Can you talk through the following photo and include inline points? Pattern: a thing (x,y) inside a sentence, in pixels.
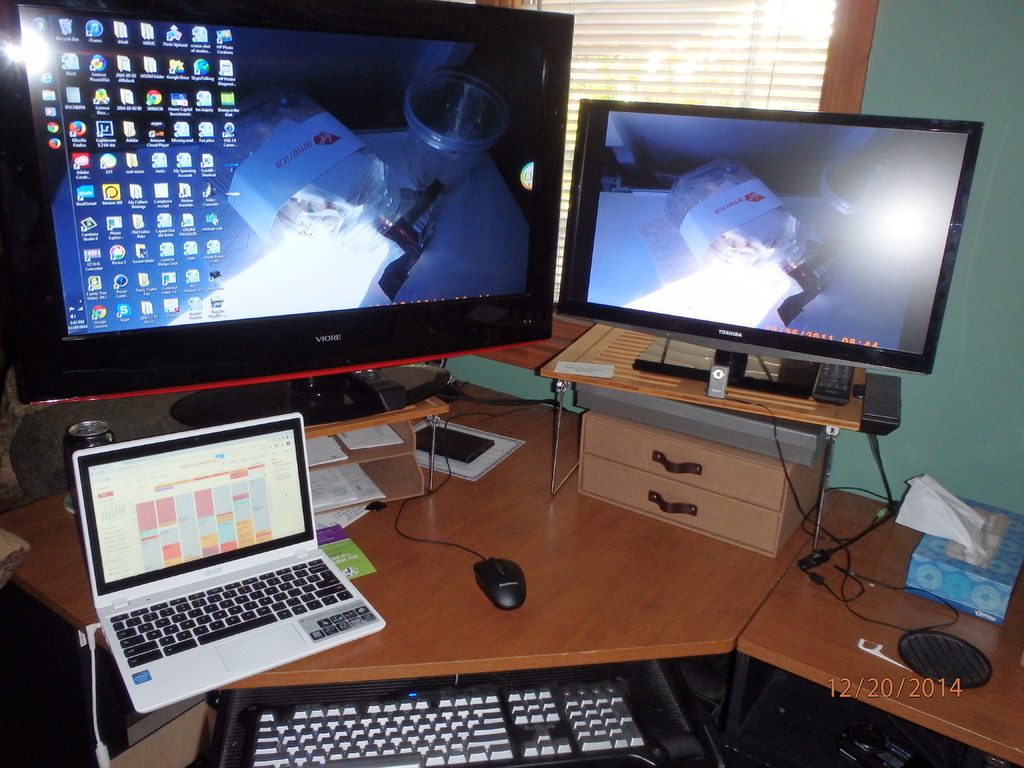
In this image there are two monitor screens (434,212) on the table (490,526) and there is a laptop (145,582), a coke tin (100,434), mouse (502,579), papers (376,442), drawers (708,505), mouse pad (963,643), tissue box (937,573) are there on the table (846,625) and there is a keyboard (317,728) under the table (889,632). In the background (855,82) there is a wall (1016,77) and window (708,46) with window blind (709,75).
